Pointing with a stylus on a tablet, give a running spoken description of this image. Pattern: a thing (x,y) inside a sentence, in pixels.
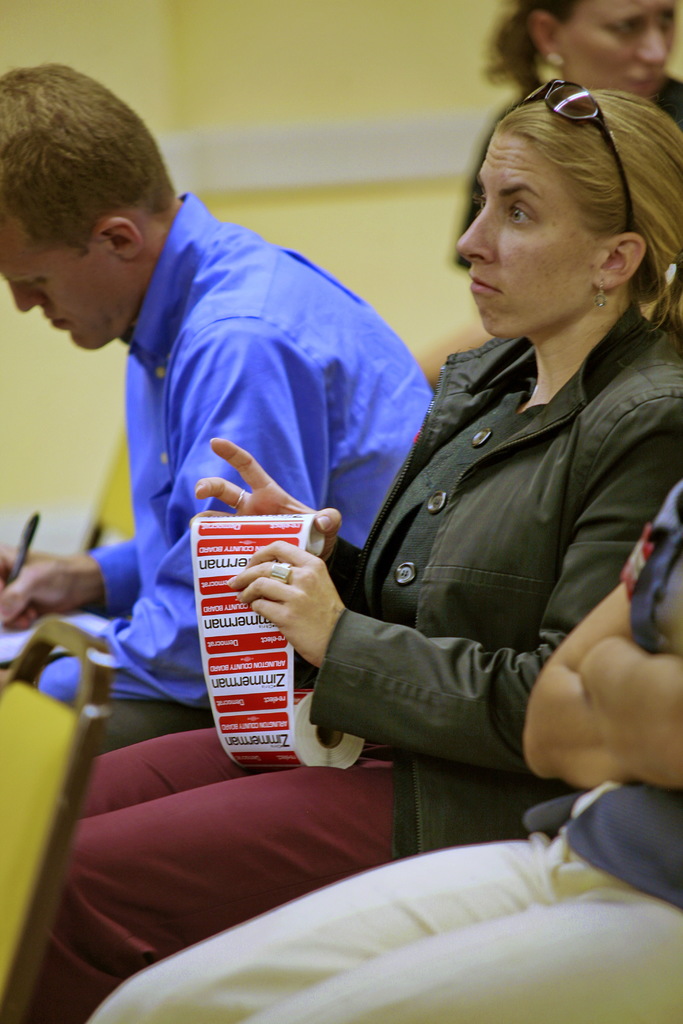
In this image I can see few people (470,483) sitting and wearing different color dress (379,602). They are holding pen (30,538) and something. The wall (341,146) is in yellow and white color.
